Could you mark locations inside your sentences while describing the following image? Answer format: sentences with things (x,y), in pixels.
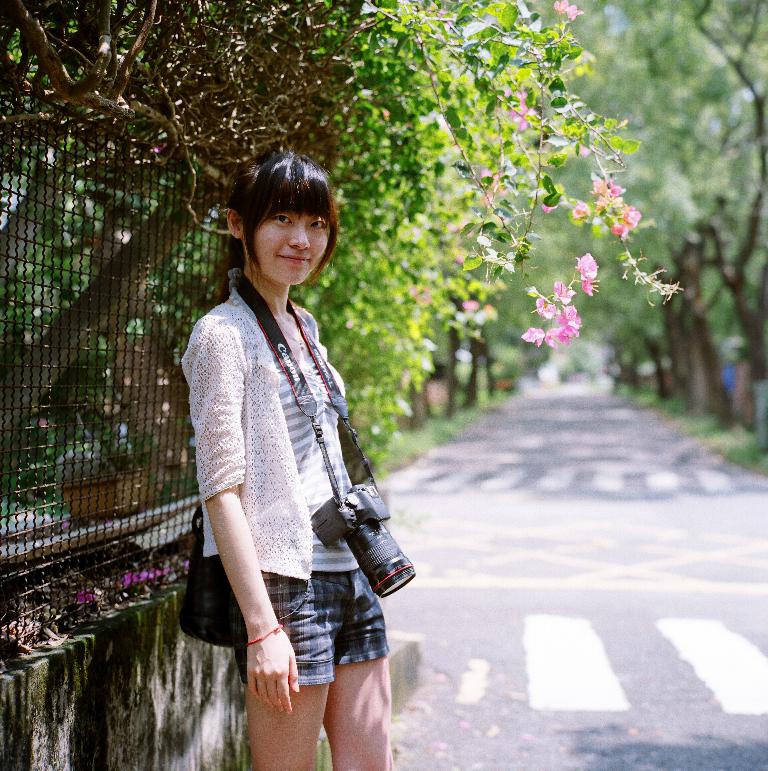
In this image I can see the person (240,510) standing and wearing the white, ash and blue color dress (279,524) and also wearing the camera (348,507). She is on the road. To the left (111,390) I can see the railing (142,298) and the plants (124,83). There are the pink color flowers (469,301) to the plants (441,125). In the background (466,251) there are many trees (536,264).
